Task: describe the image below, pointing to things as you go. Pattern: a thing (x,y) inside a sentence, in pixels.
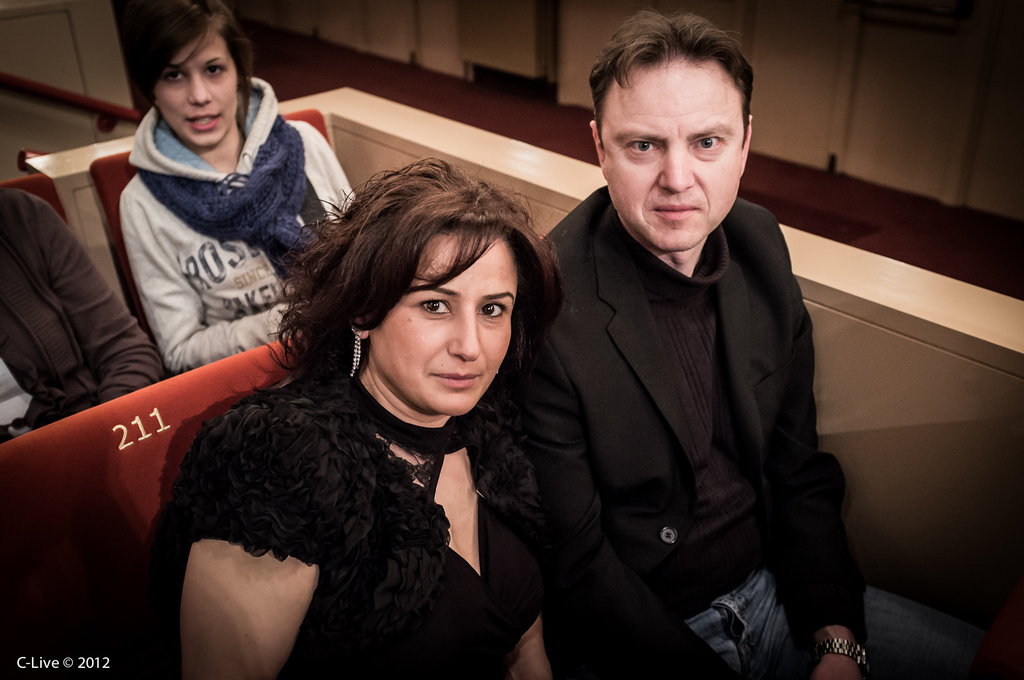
There are persons (328,336) sitting and we can see chairs (23,184), wall (396,124) and floor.
